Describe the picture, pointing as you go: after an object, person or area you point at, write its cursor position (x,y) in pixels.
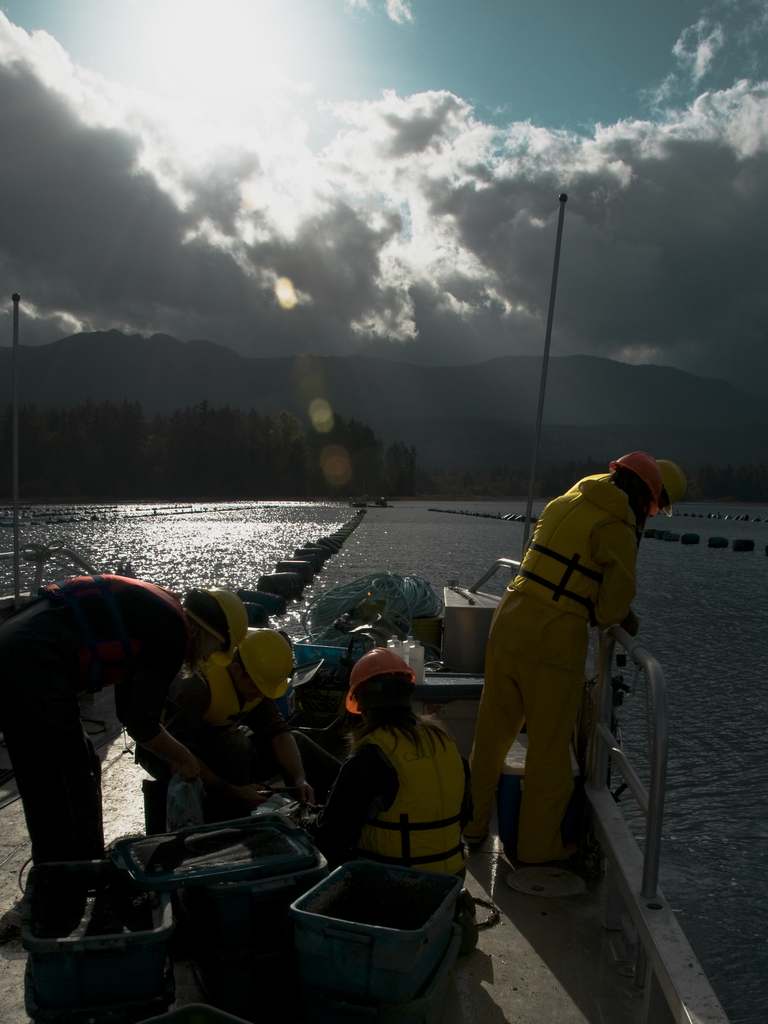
There is a ship (583,791) sailing on the water (695,740) and inside the ship (601,740) there are total five people (530,666), they are doing some work and in the background (67,454) there are plenty of trees (166,426) and mountains (571,389). There is a bright sunshine (266,122) in the sky (359,157).
